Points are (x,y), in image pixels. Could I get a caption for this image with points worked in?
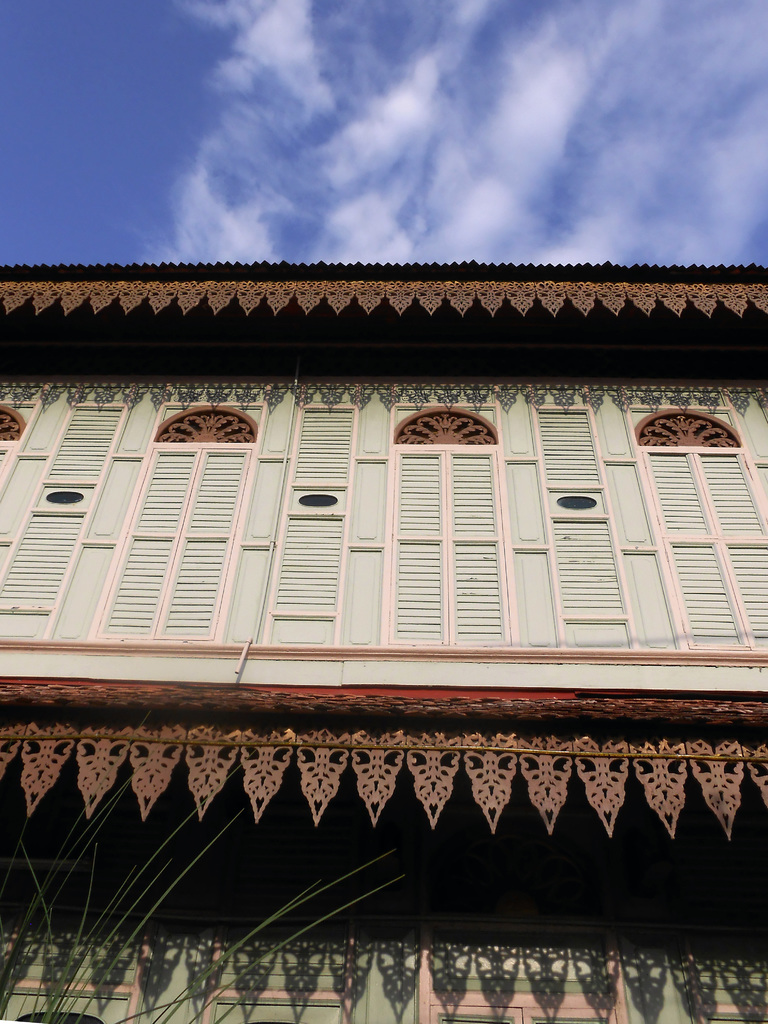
On the left side (116,928), there is a plant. Besides this plant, there is a building (426,445) which is having windows (721,511). In the background (471,214), there are clouds (238,98) in the blue sky (118,119).
